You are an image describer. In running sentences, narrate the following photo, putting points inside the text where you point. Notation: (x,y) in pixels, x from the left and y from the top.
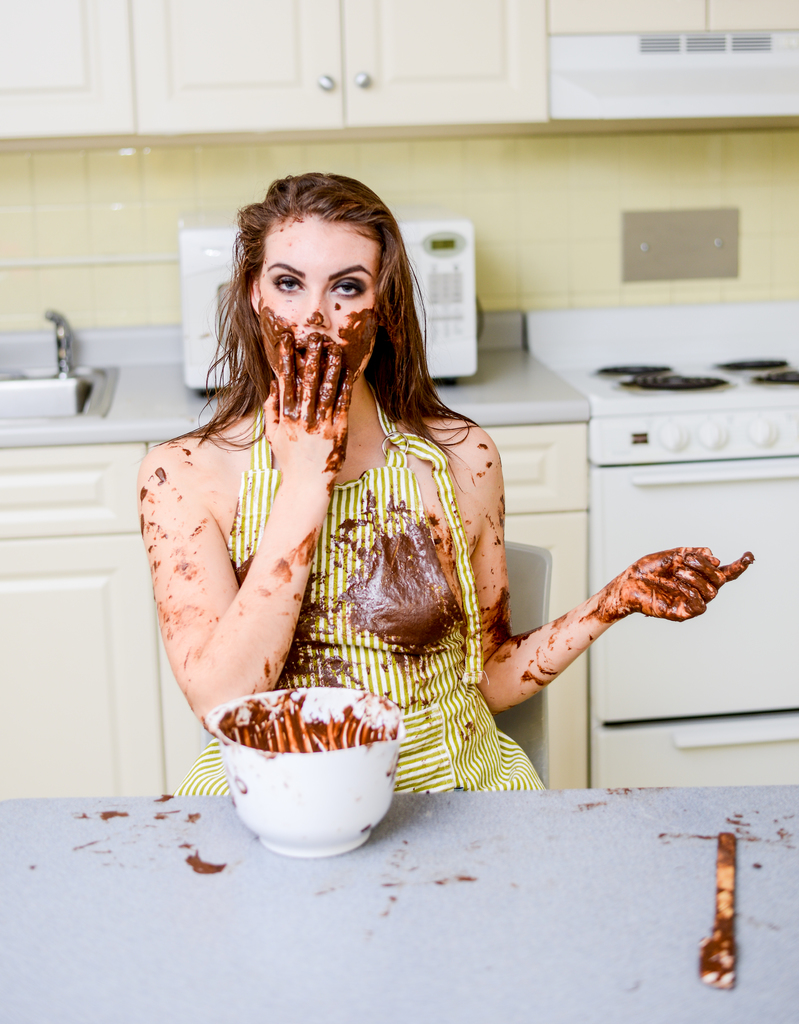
This is a picture taken in a room (367,730), the woman (387,664) in yellow dress (439,707) was sitting on a chair (541,759) and the woman (314,428) is applying some chocolate cream (308,361) to her face (322,361). In front of the woman (453,662) there is a table (422,930) on the table (371,923) there are bowl (345,839) and spoon (720,900). Behind the woman (317,583) there is a stove (638,386), micro oven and a sink (14,416) with tap (58,344) and the cupboards (415,73).
